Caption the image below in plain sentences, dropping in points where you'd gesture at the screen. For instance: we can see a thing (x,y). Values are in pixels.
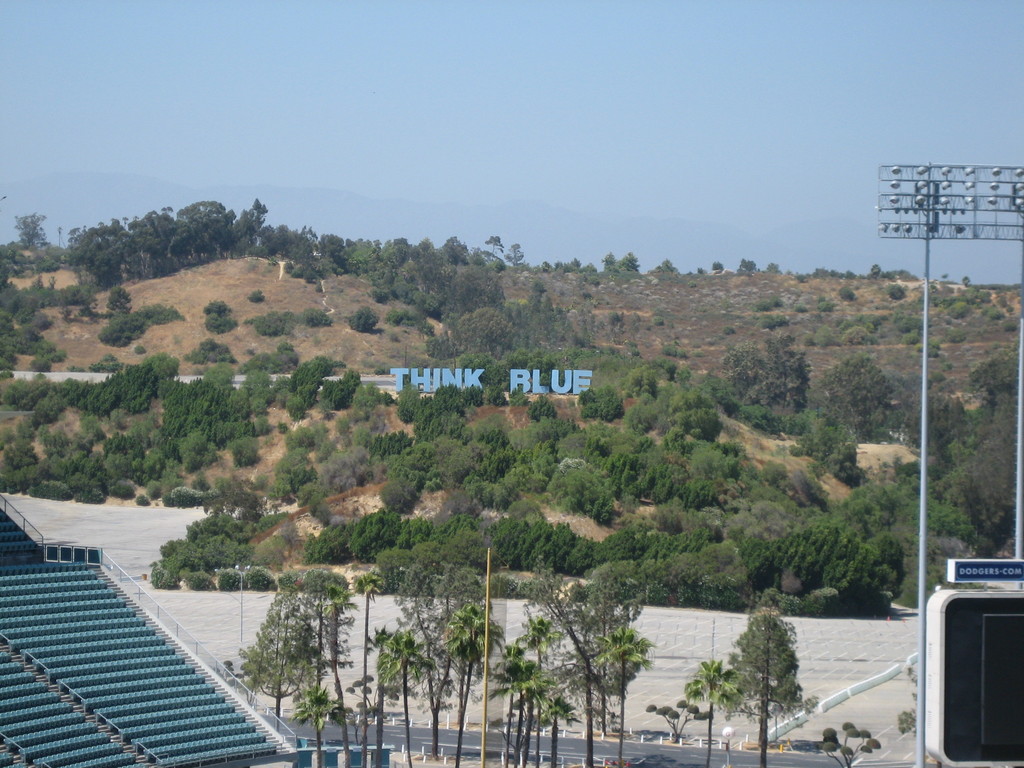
In the bottom of the picture (23,669), we see staircases (34,663) and we even see the trees (691,690) and the road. On the right corner of the picture (990,718), we see street light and a board (934,672) in black color. There are many trees (585,505) in the background (535,307). At the top of the picture (428,85), we see the sky (385,156).
